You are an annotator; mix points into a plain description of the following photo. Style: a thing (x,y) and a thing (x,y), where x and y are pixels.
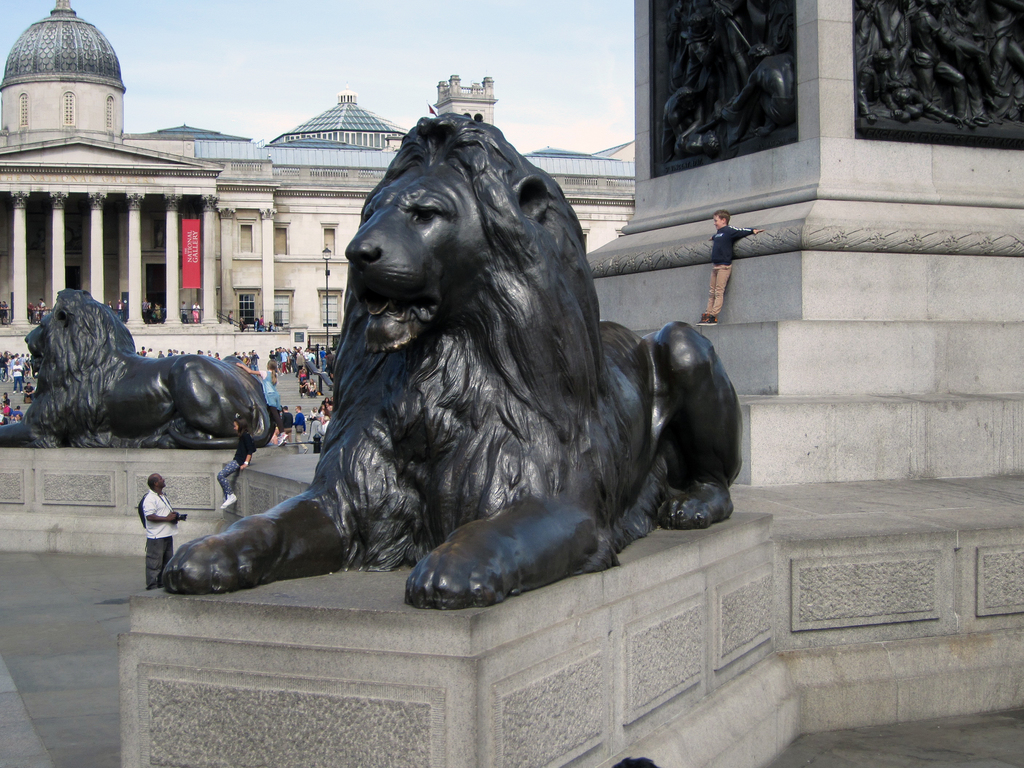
In this image I can see few sculptures of lion (299,504), I can also see number of people (270,371) are standing. In the background (325,224) I can see building (241,232), a pole (326,277), a street lights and a red color cloth (191,244) over there. On this cloth (193,254) I can see something is written.
